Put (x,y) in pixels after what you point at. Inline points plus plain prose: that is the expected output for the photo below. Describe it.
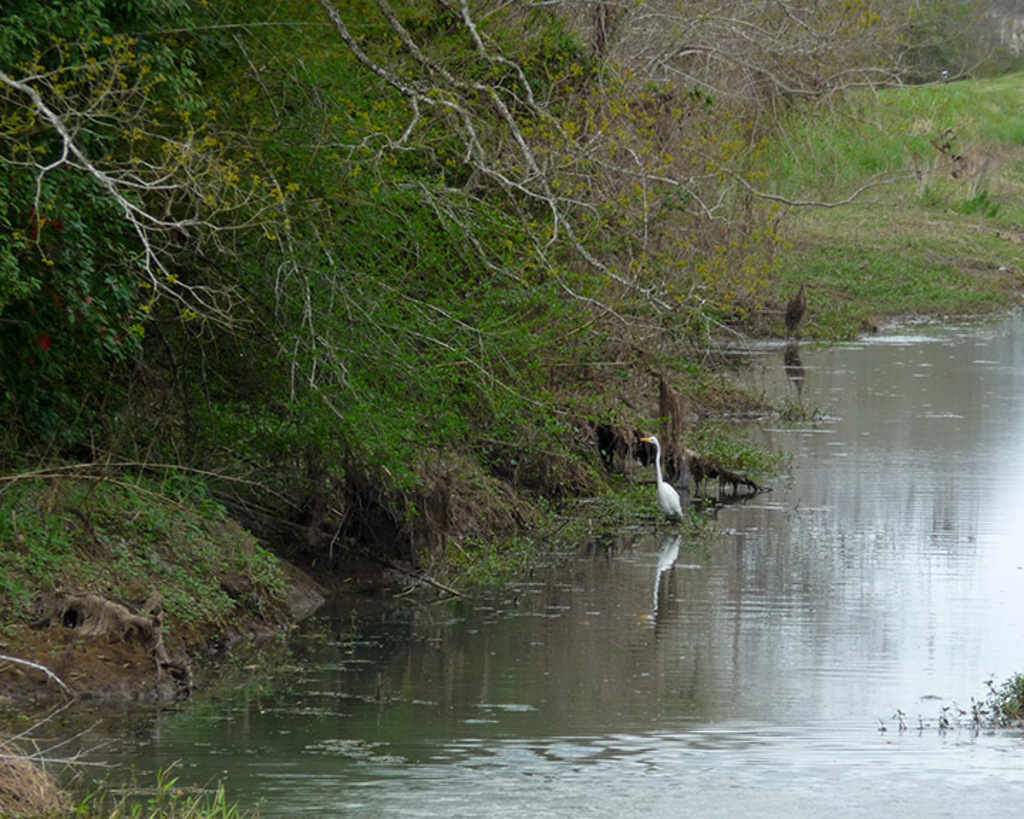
In this image, we can see water (822,566), there are some birds (669,494) on the water (704,504), we can see some trees (387,61).
